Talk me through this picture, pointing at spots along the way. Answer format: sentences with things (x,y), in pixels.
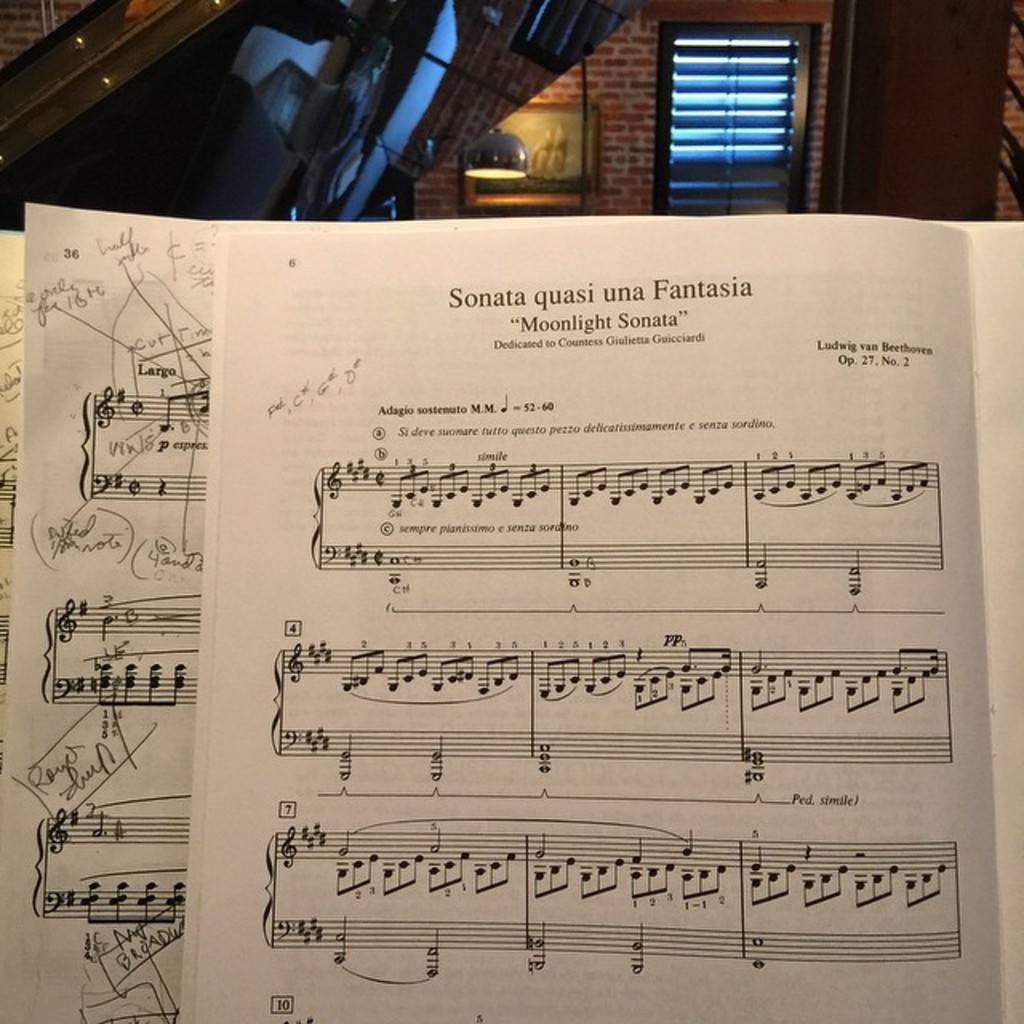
In this image we can see some sheet music (605,424) and text (592,432) on it. On the backside (679,187) we can see a musical instrument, window (665,164), a photo frame (520,197) on a wall (647,153) and a lamp (487,145).
